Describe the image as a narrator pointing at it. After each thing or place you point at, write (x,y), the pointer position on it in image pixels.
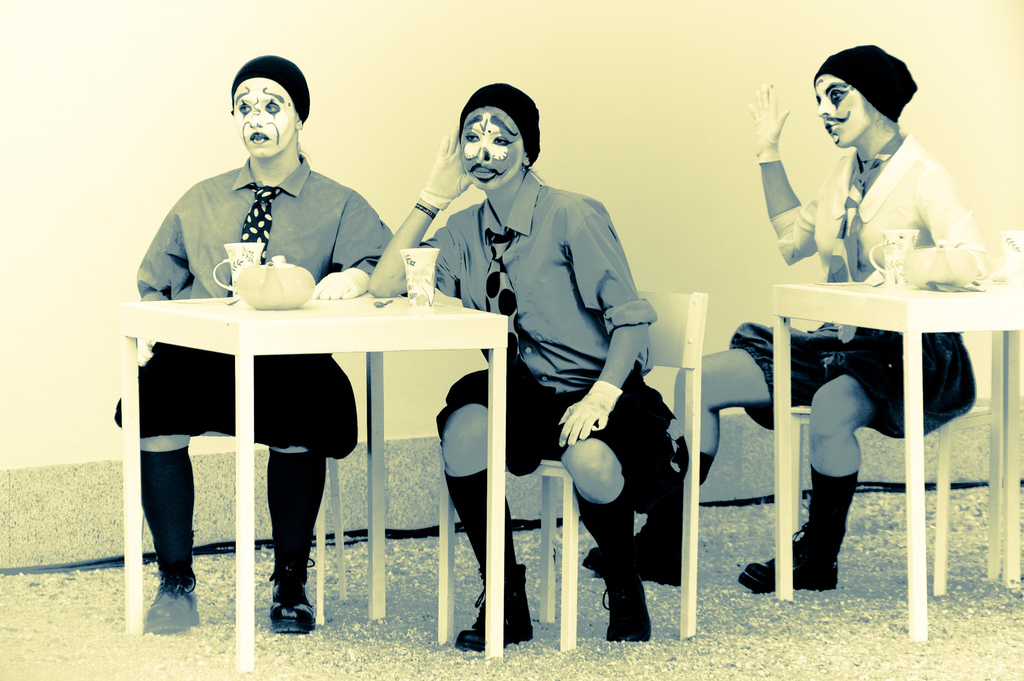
In this image there are three persons (857,202) who are sitting on a chair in front of them there are two tables (502,318). On that table (392,326) there are some cups (246,246) and teapots (279,289) are there, on the background (446,100) there is one wall (410,85).
